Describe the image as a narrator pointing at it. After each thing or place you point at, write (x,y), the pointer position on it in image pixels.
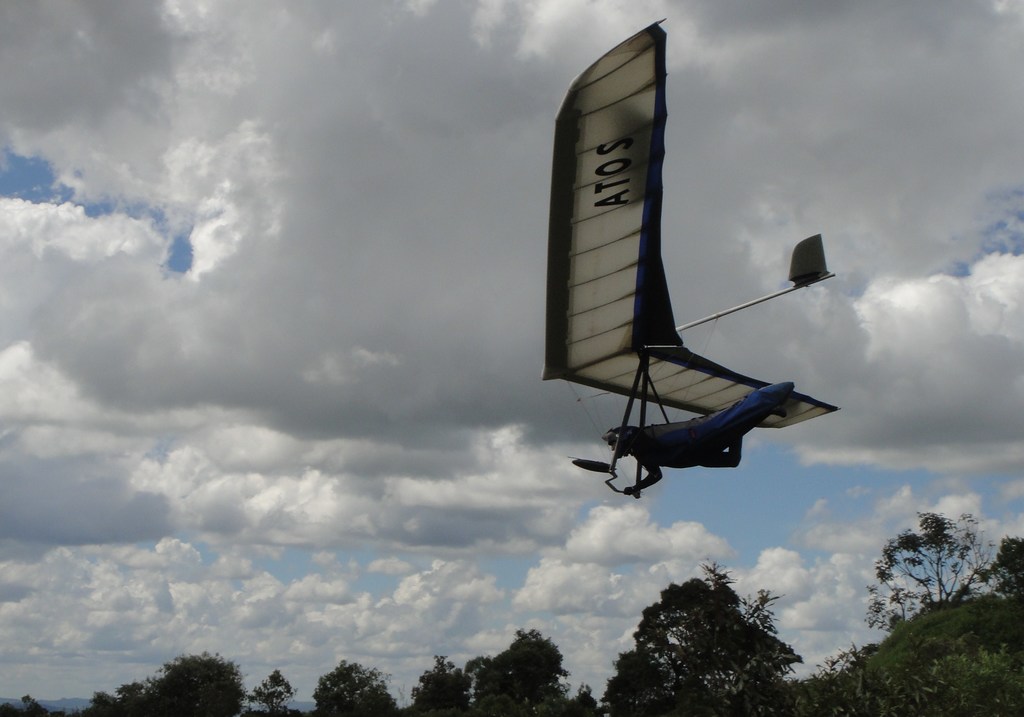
In this image I can see a person (696,427) is holding an object (627,376) which seems to be an aircraft (594,294) and flying in the air (449,424). At the bottom (187,681) there are many trees (662,678). In the background (809,595), I can see the sky (725,502) and clouds (338,367).
